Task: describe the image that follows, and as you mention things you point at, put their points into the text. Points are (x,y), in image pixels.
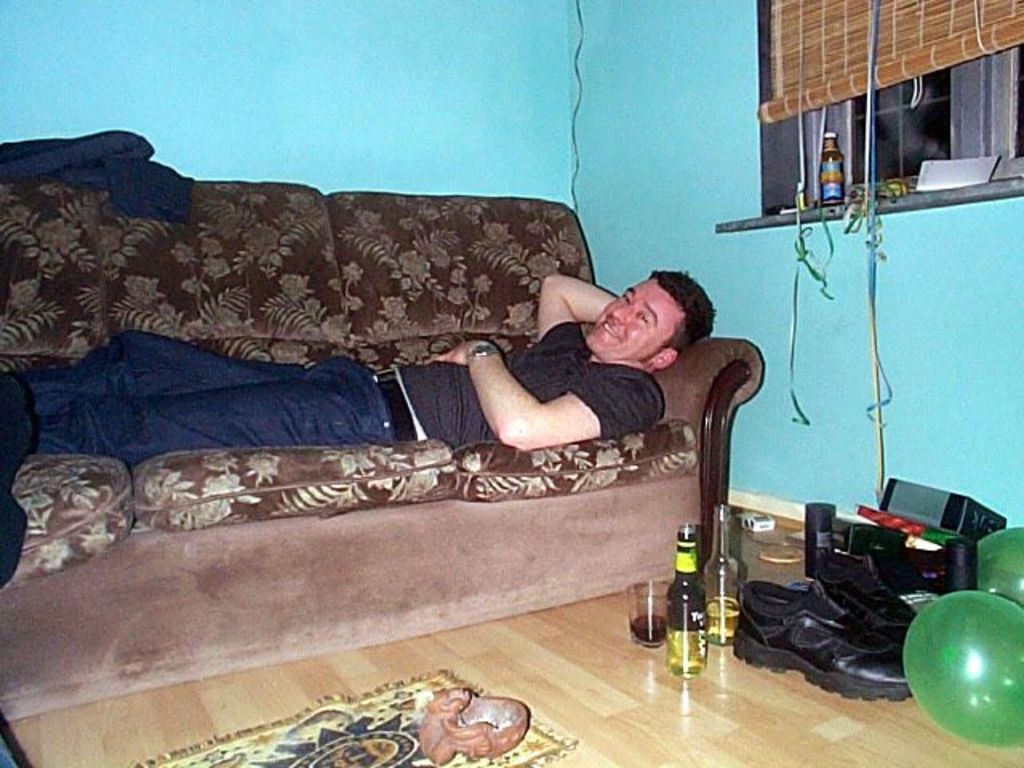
In this image I can see a man (432,374) who is lying on the sofa (518,335) and smiling. On the floor (735,704) we have pair of shoe (838,611), a balloon (936,605), two bottles (723,599) and glass (655,613) and other objects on it. Here we have a blue color wall window (569,100) with windows blind (970,51).
